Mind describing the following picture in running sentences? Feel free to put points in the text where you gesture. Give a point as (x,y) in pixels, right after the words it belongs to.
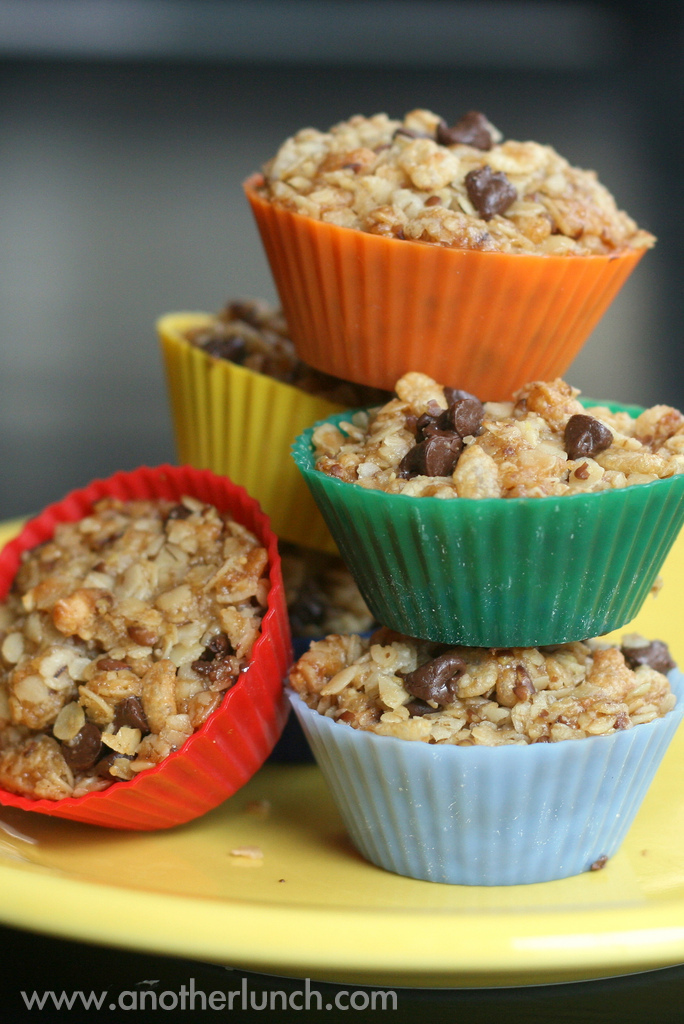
In this image we can see some food items (535,702) are placed on the plate (413,905). There is a plate (428,937) which is yellow in color.
